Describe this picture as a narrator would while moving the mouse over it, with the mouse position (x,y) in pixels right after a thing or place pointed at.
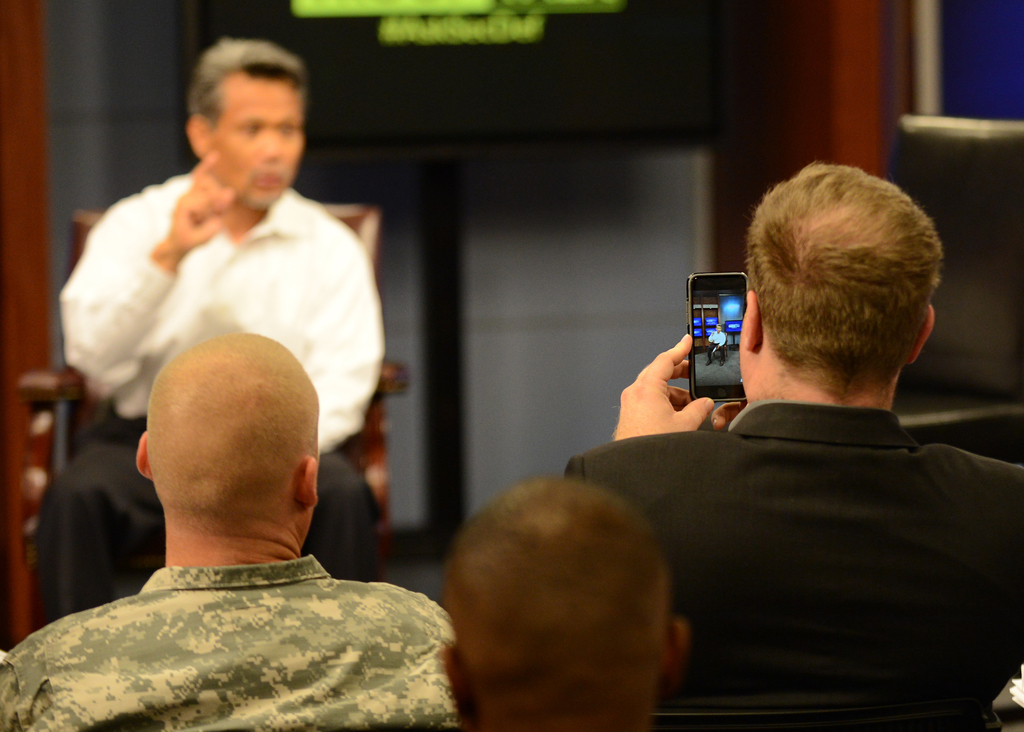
There is man (273,206) with a white shirt (272,320) sitting on a chair (372,413) talking and giving instructions. There is man (855,284) with black coat (838,420) taking video of him in a cell phone (708,335). There is a screen (450,59) with a text (465,24) on it and a bald headed man (215,465) wearing camouflage shirt (280,647) looking at the man (258,187) sitting on the chair (71,400).
